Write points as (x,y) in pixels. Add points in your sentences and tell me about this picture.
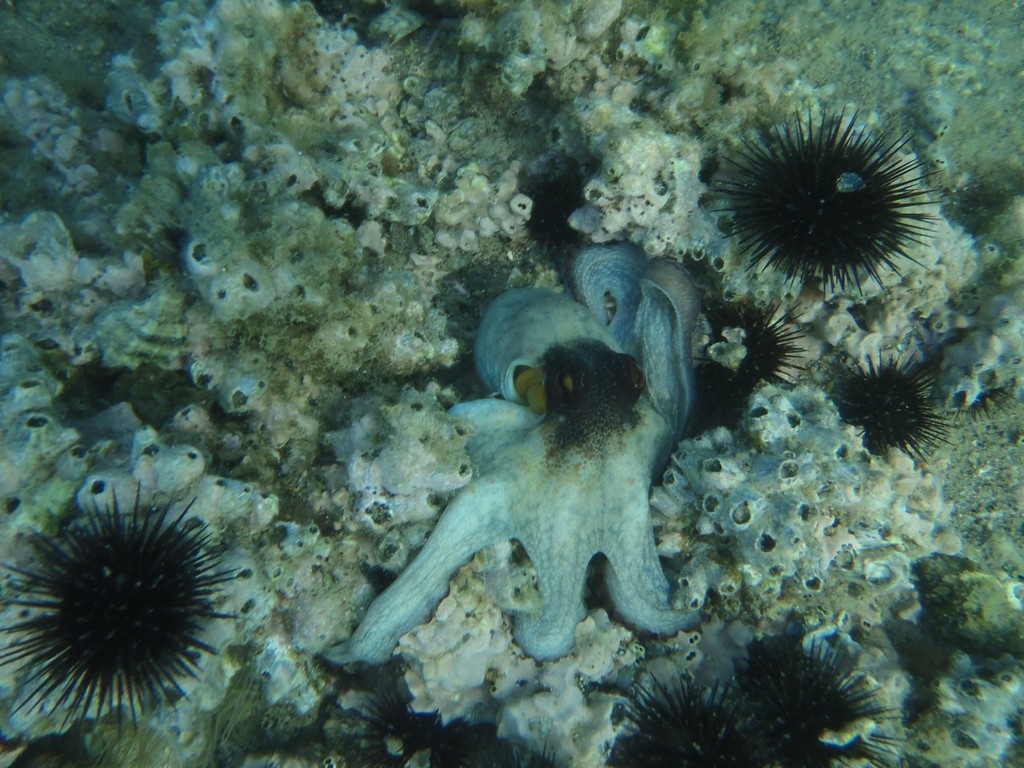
In this picture there is an Octopus (538,427) in the water (591,425) and there are few other objects (467,227) beside it.
